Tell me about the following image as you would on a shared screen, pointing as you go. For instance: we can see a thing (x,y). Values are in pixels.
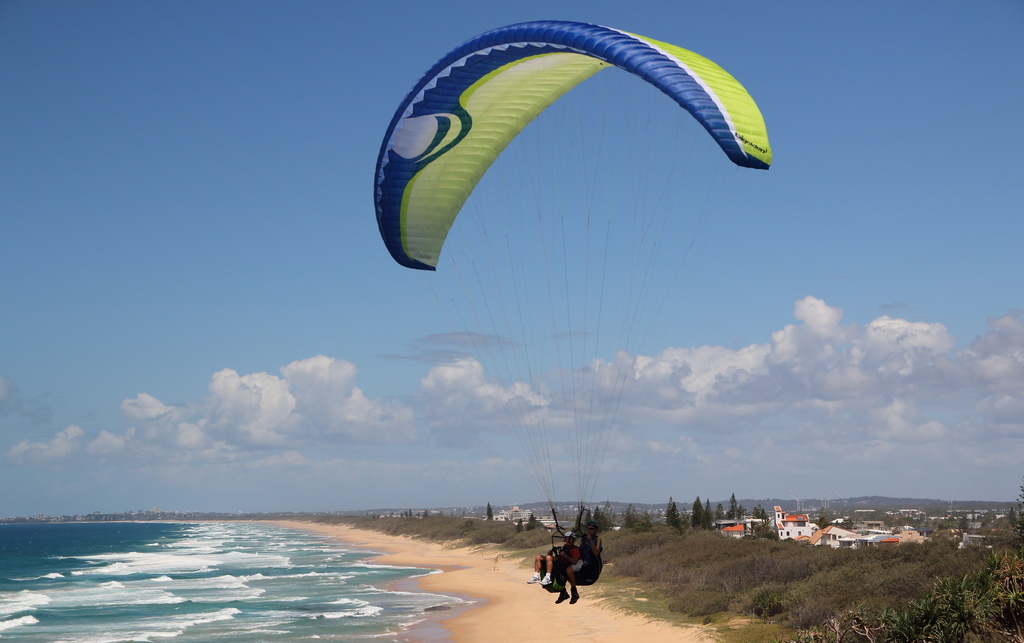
In this image I can see two people (557,557) with the parachute (518,44). The parachute (481,59) is in blue and yellow color. To the right (776,586) I can see the trees (779,599) and some houses (877,532). To the left (92,592) I can see the water (91,577). In the background (413,435) I can see the clouds (241,422) and the sky (69,224).
